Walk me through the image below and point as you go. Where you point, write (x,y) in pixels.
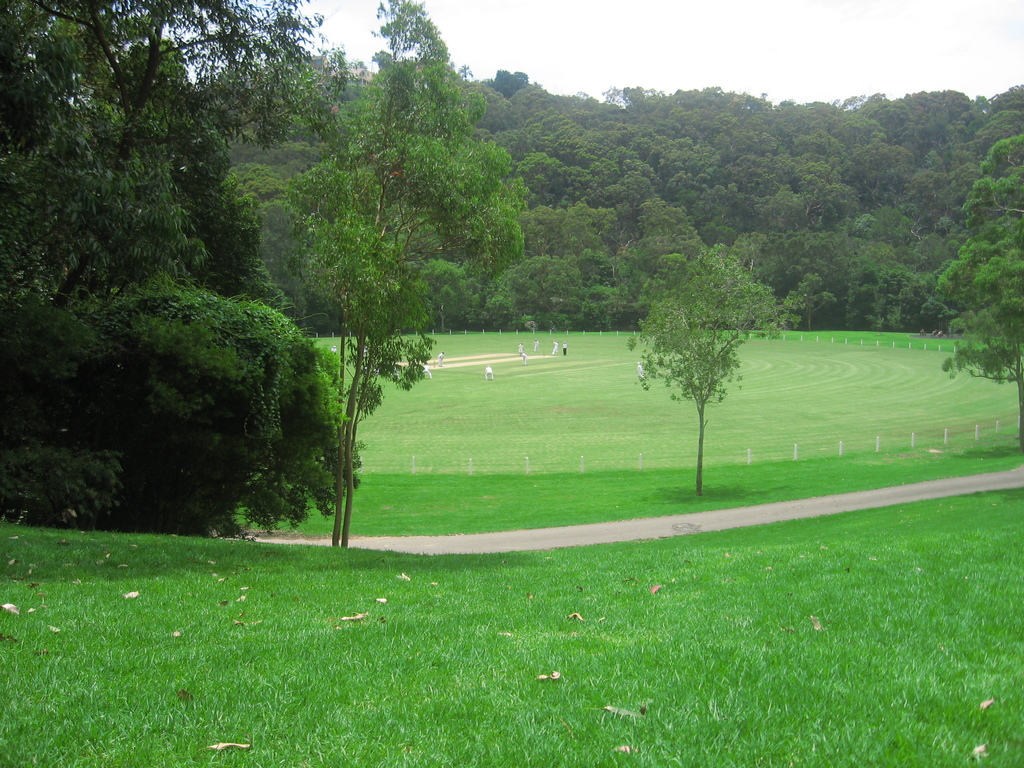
In this image I can see there are few people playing in the playground (498,404), there are plants (718,184) and trees (446,170) in the background (756,154) and the sky (664,5) is clear.
